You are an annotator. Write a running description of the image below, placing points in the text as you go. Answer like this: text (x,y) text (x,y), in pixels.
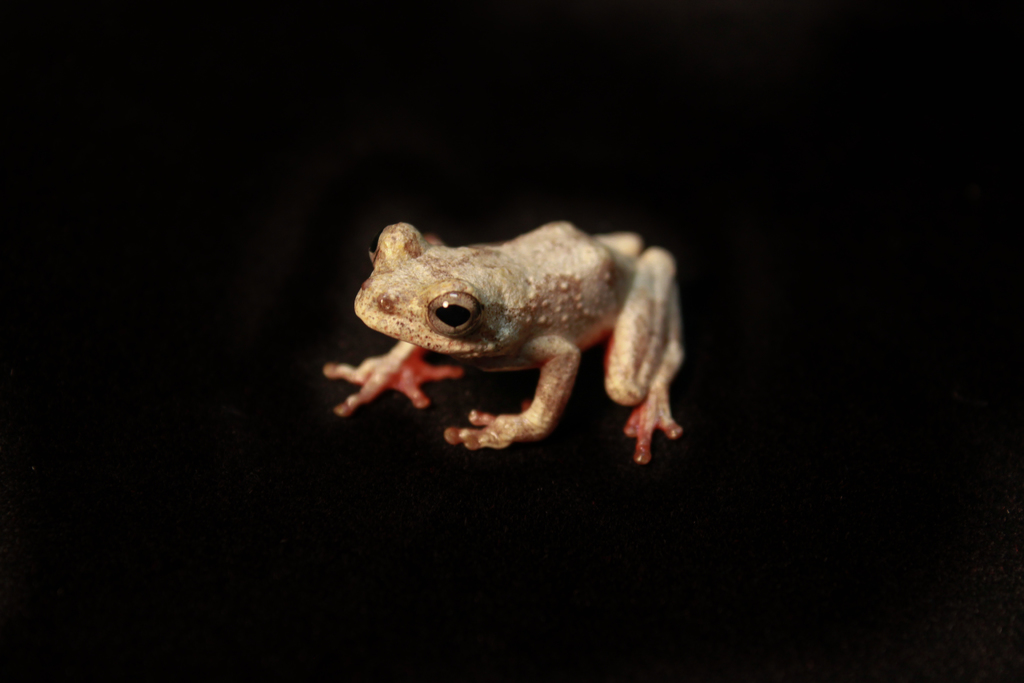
In this image I can see a frog (486,349) which is orange, black, cream and brown in color. I can see the black colored background (223,152).
